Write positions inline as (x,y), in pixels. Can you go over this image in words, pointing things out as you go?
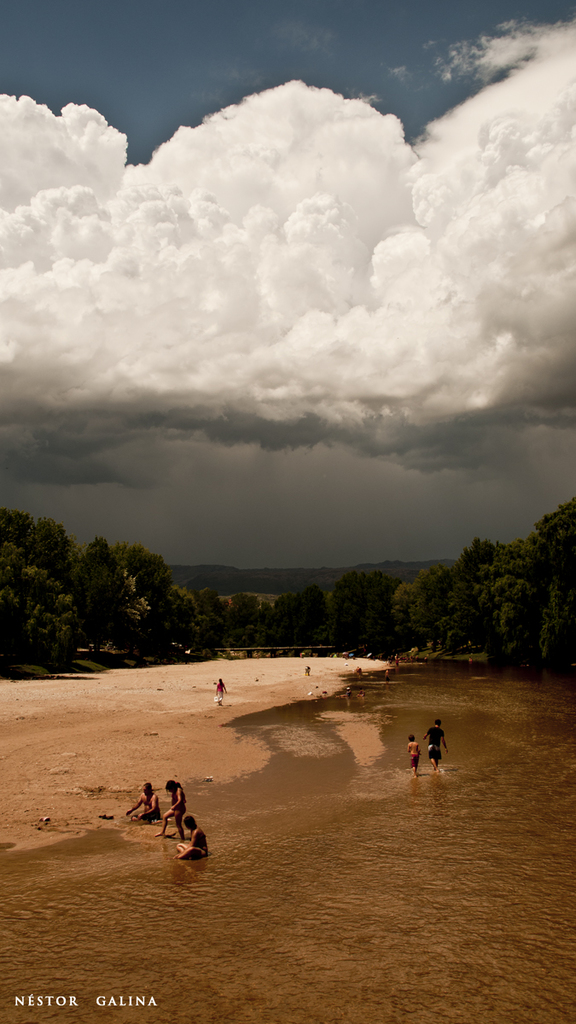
In this image, we can see some water (264,1015). There are a few people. We can see the ground (185,728). There are a few trees (570,617). We can see some hills (389,568) and the sky (249,433) with clouds (378,117).
